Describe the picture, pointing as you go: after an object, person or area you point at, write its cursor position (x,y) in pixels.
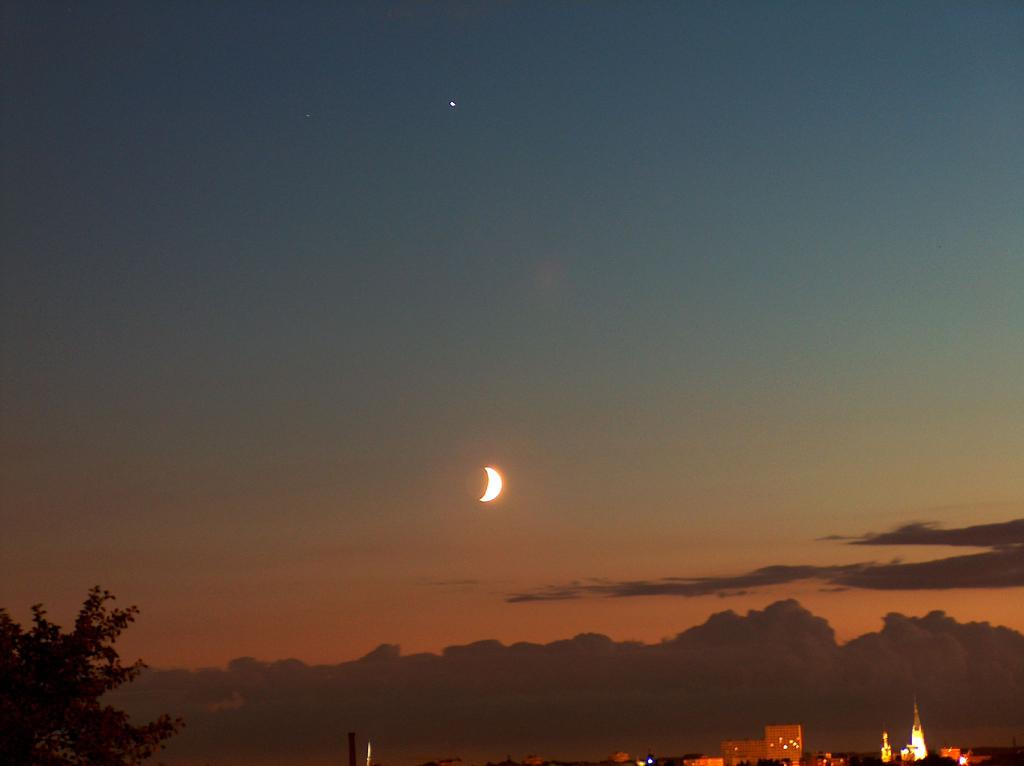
In this image we can see buildings (794,757), lights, and branches (64,719). In the background (355,315) there is sky (599,337) with clouds (606,637) and moon (498,493).
